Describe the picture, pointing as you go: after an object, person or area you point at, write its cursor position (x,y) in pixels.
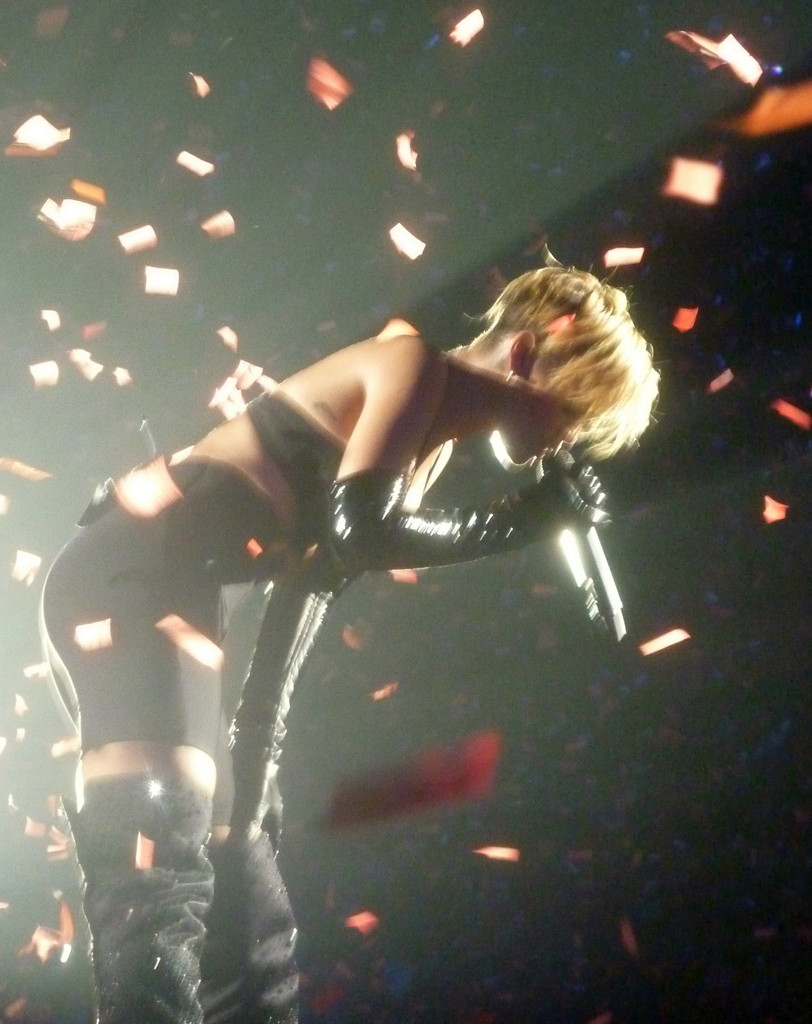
In this image I can see in the middle (378,497) a woman (284,528) is holding the microphone (576,455) in her hand (539,497) and also singing, she is wearing the black color dress (201,677).
